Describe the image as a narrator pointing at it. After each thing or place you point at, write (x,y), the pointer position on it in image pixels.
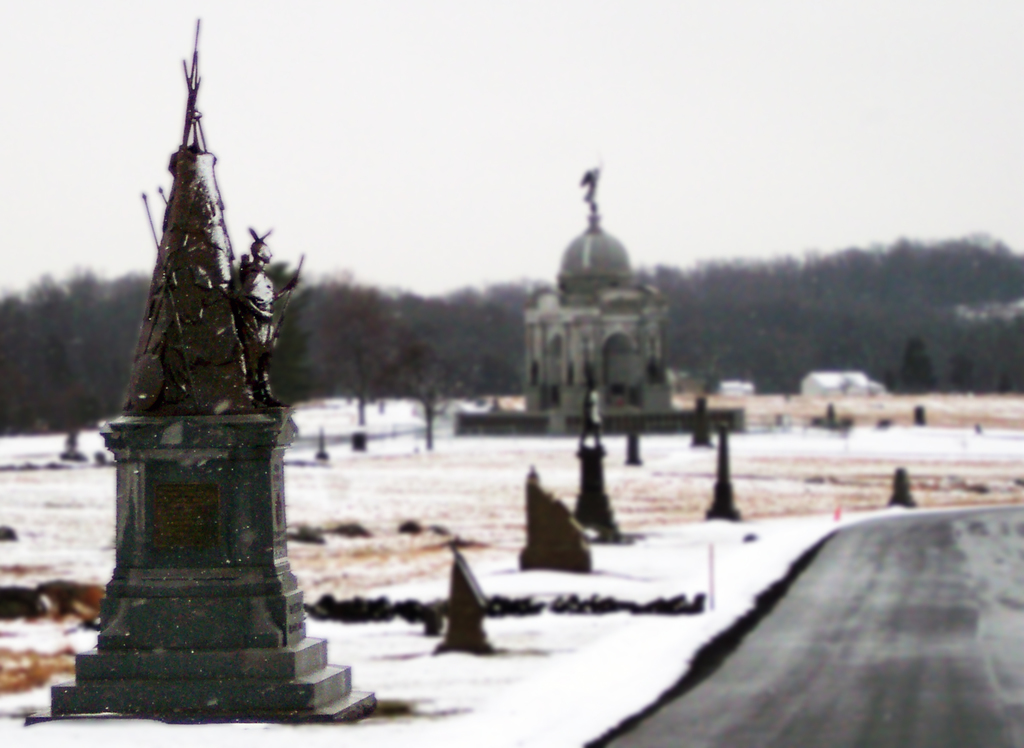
At the right bottom of the image (922,607) there is a road (925,566). Beside the road (906,547) to the left side (317,735) there is a ground (604,621) filled with snow (720,614). And also there are few poles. In the middle of the snow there is a tower (576,272). At the top of the image (417,156) there is a sky (445,140).
